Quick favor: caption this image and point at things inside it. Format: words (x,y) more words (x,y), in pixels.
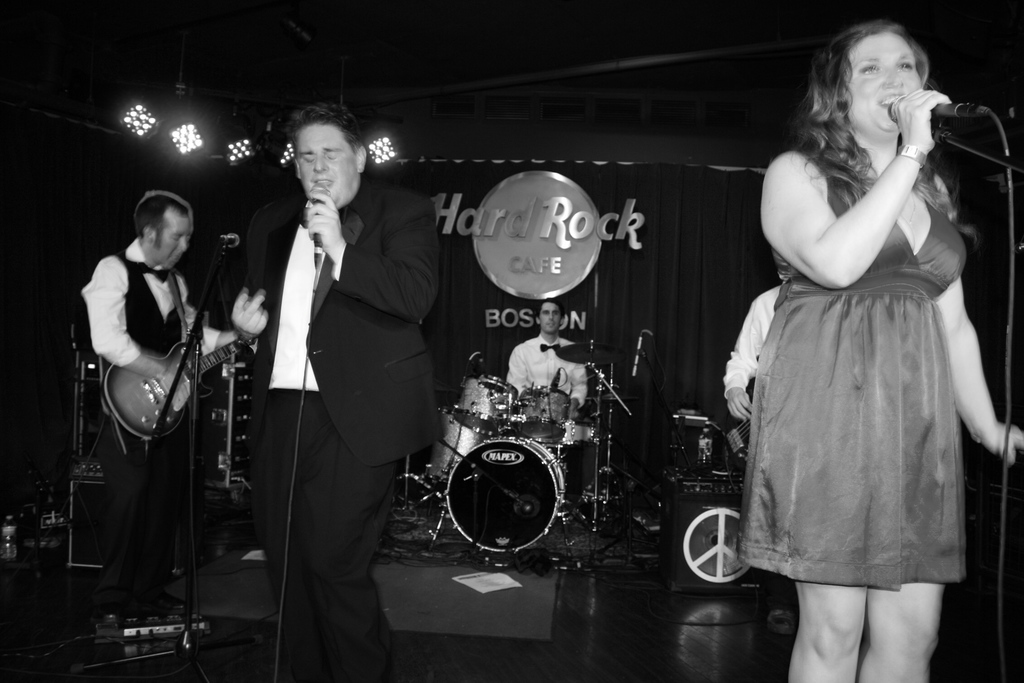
In this image I can see a four person (822,249) standing. In front (912,116) the woman (827,272) is holding a mic (891,115). At the back side (575,422) i can see a musical instruments (543,462). We can see a board (531,221) named as "Hard rock cafe" and there is a black curtain (703,293). There are lights (191,147).
